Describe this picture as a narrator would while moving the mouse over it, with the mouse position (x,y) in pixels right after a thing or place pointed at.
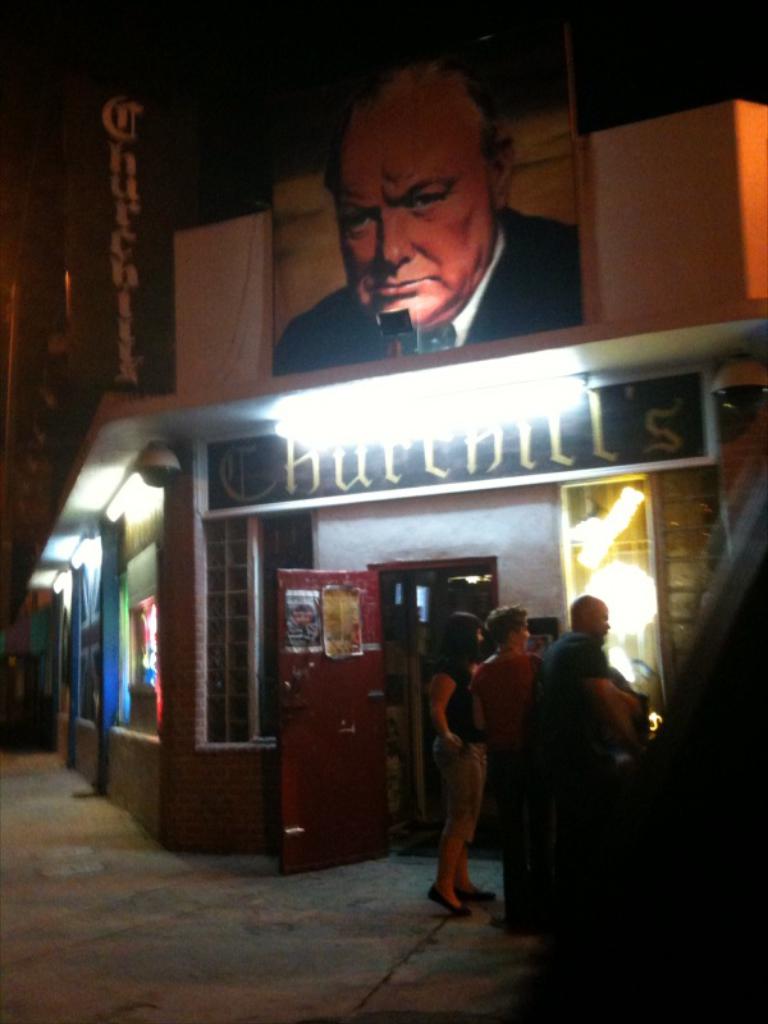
In this image there are three persons (450,729) standing, there is a building (672,362) with lights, door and boards (412,454).
